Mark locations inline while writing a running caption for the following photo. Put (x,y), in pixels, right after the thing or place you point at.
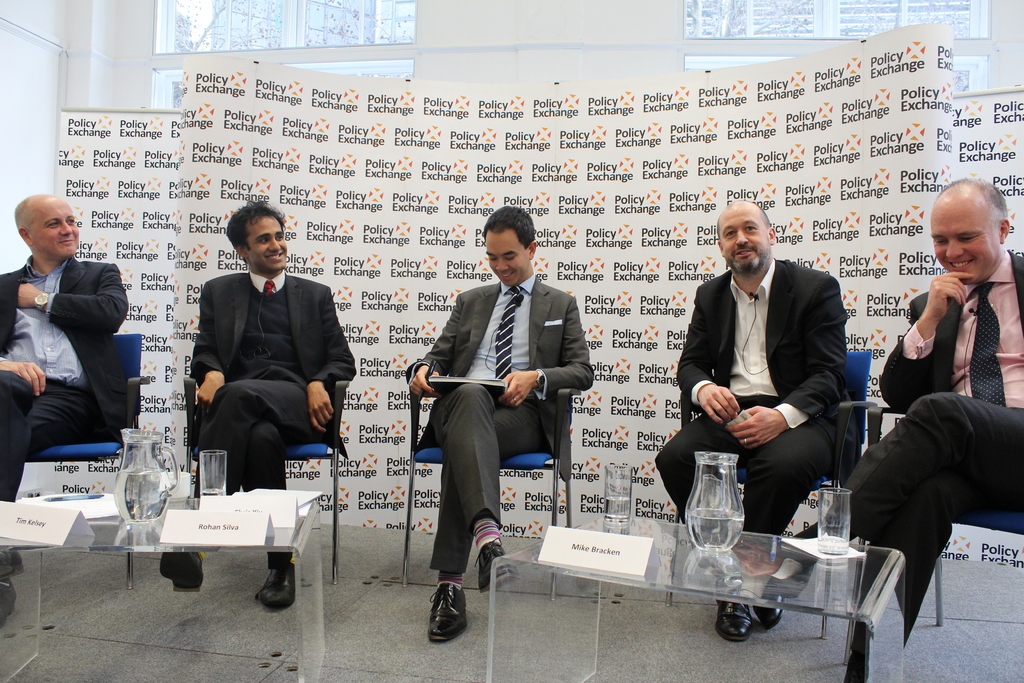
In this image I can see group of people (546,321) sitting. In front (555,304) the person (563,316) is wearing gray blazer (568,318) and holding a book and a pen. In front (158,480) I can see few glasses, jugs (161,500) on the glass table (235,547), background (633,45) the wall (470,18) is in white color.
